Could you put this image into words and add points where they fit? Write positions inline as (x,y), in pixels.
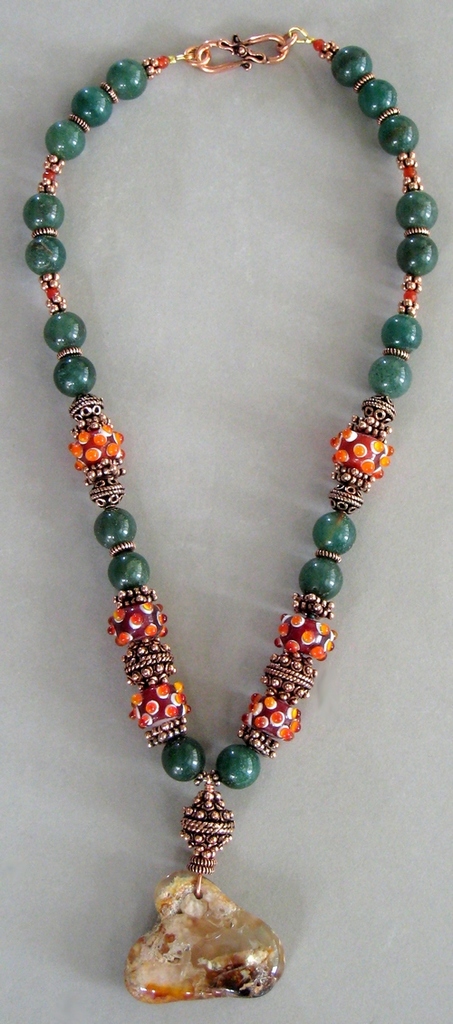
It is a zoom in picture of a locket chain (225,926) placed on the surface (203,709).
